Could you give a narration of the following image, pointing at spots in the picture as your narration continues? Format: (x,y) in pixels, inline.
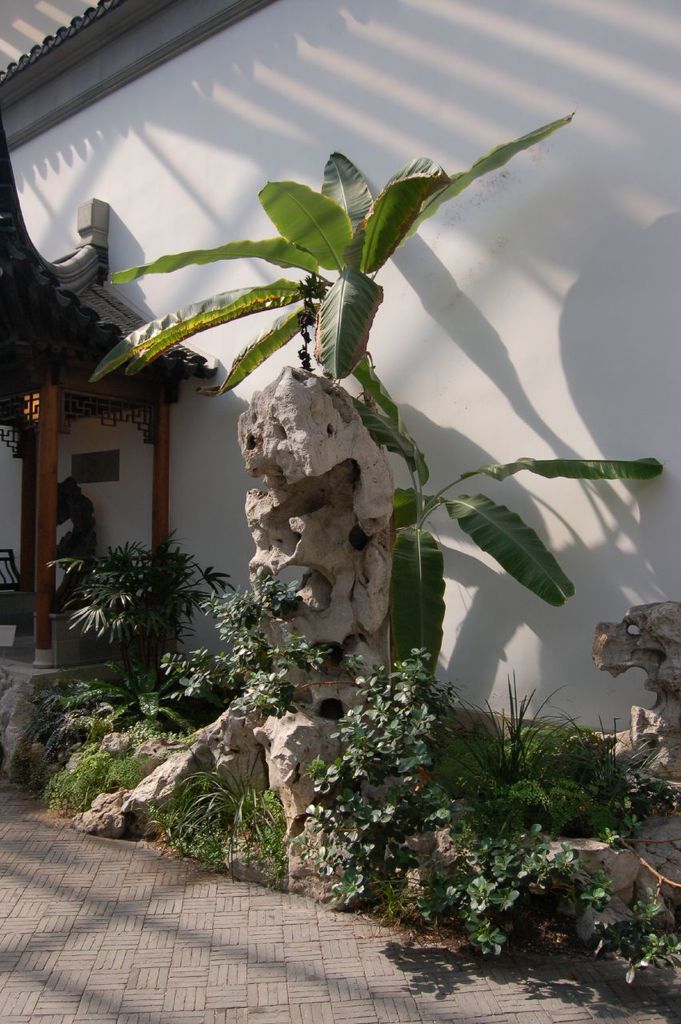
In this picture I can see plants (404,691), grass (252,800), rocks (425,847) and white color wall (460,256). Here I can see a wooden objects (41,366).
